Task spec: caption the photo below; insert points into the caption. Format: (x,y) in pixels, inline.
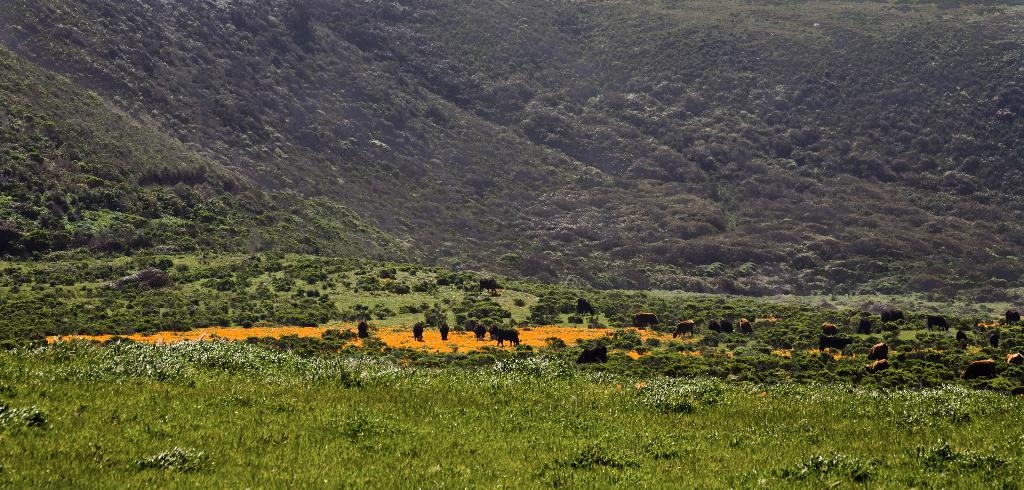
In this image animals (501,334) are grazing on the field (785,364), in the background (833,178) there are mountains (581,244) and trees (534,278).
